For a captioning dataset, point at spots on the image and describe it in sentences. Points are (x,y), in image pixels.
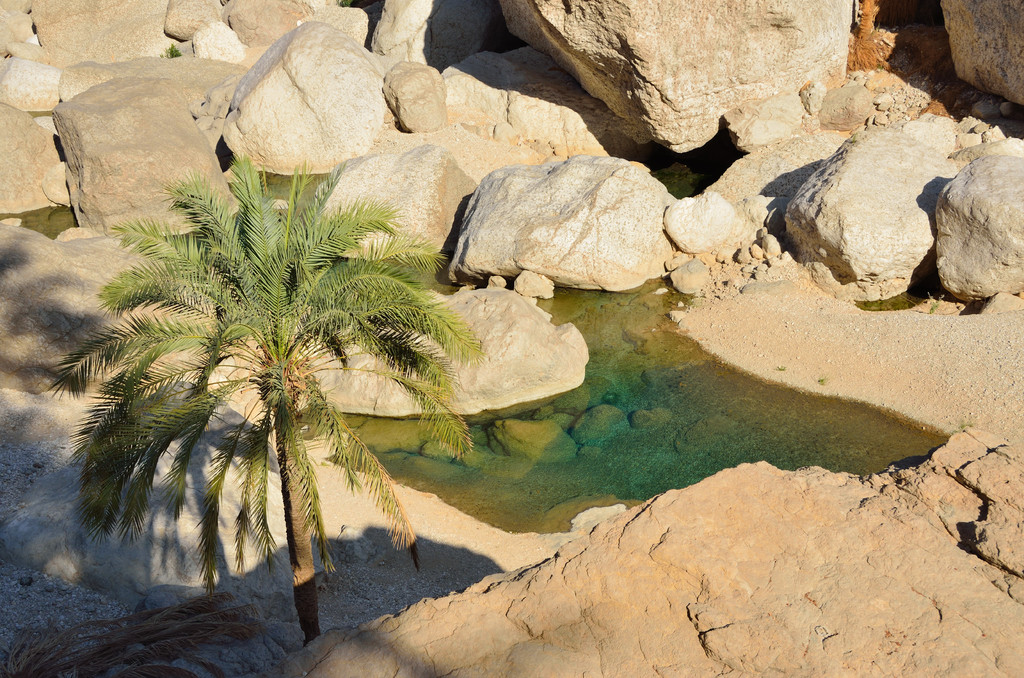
In the image there are many rocks (866,191). In between them there is a tree (278,359) and also there is water (552,478).
